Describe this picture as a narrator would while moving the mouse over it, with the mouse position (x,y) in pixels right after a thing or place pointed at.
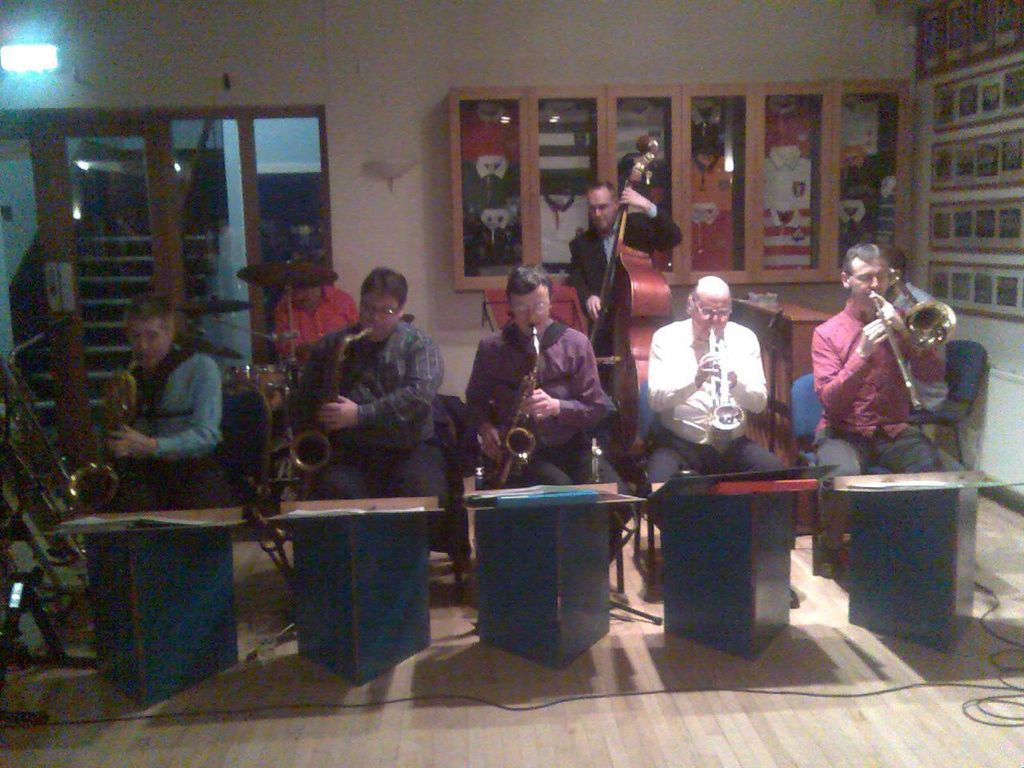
In this image I can see a group of people (299,355) are playing musical instruments (272,413) on the floor (424,716), chairs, tables (365,579) and wires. In the background (403,251) I can see a wall (414,224), steps (126,245), doors (252,210), shelves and photo frames (977,248). This image is taken may be in a hall (389,378).
